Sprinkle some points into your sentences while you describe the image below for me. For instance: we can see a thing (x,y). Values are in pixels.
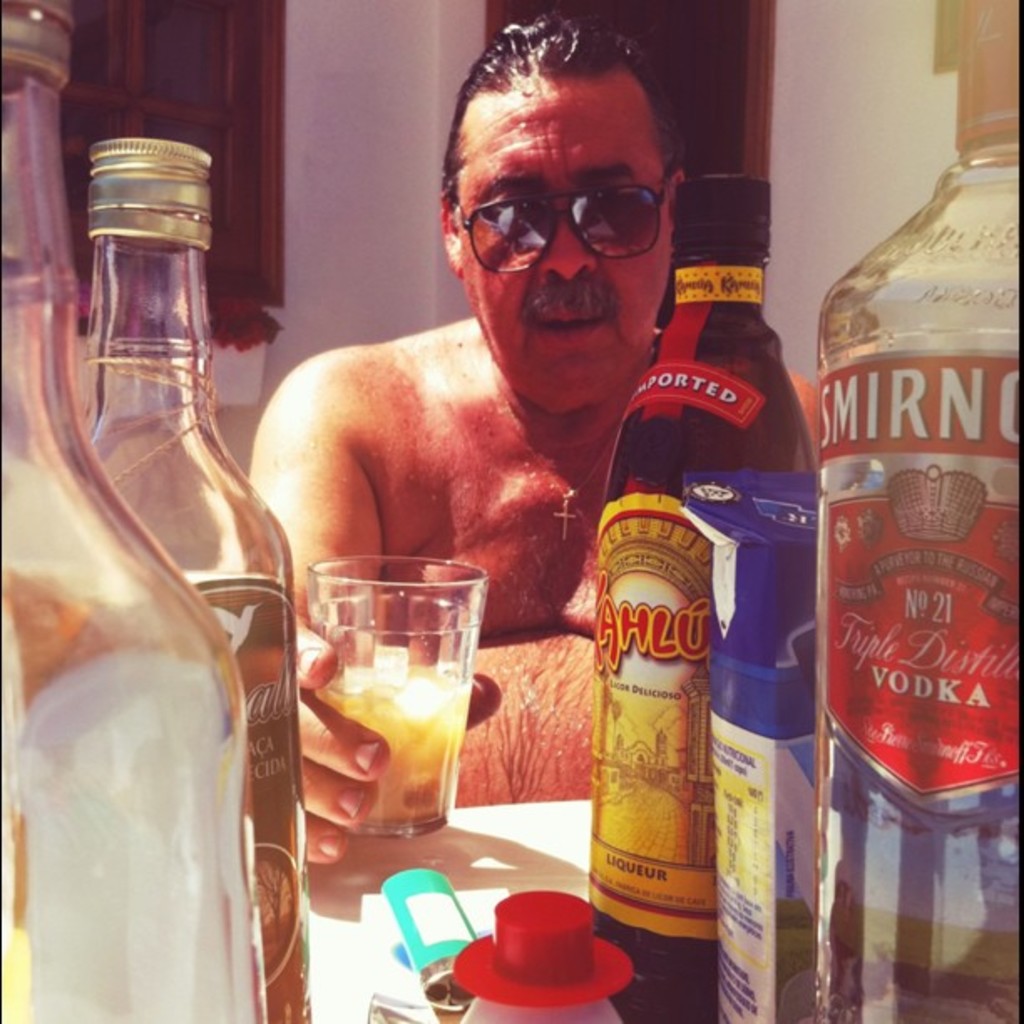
In this image a man (518,538) is holding a glass (443,690) with a drink (414,723) in it and is looking at the camera wearing a goggles (543,226). In front of him there are four bottles (887,699) which we can read triple distilled vodka which is on the table (524,854). In the background of this man (455,367) we can see a window (259,118) and a wall (427,116).
